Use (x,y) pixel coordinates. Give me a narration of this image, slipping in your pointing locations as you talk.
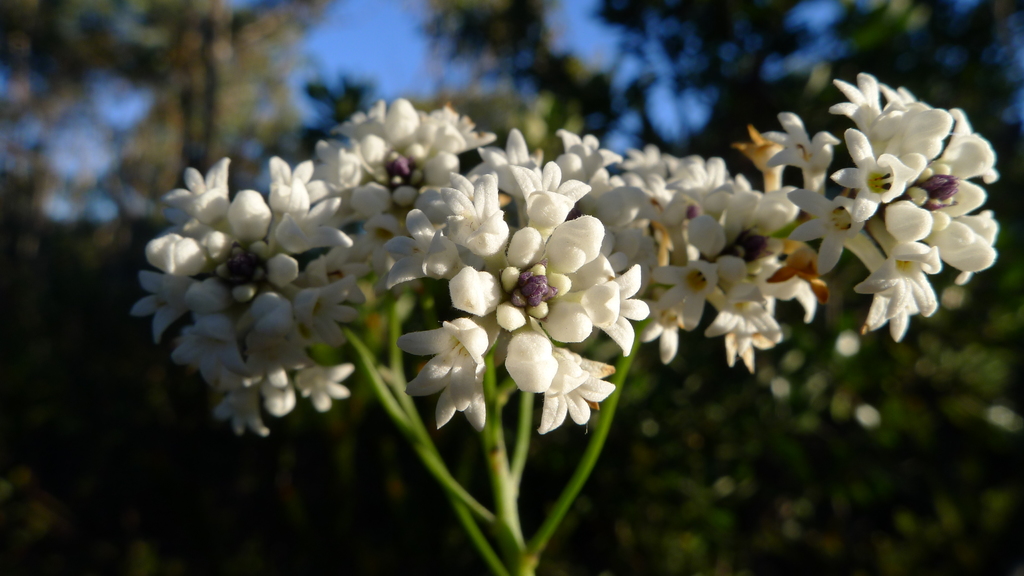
In the center of the image (558,237) we can see flowers (483,331). In the background (431,559) we can see trees (629,90) and sky (336,54).
